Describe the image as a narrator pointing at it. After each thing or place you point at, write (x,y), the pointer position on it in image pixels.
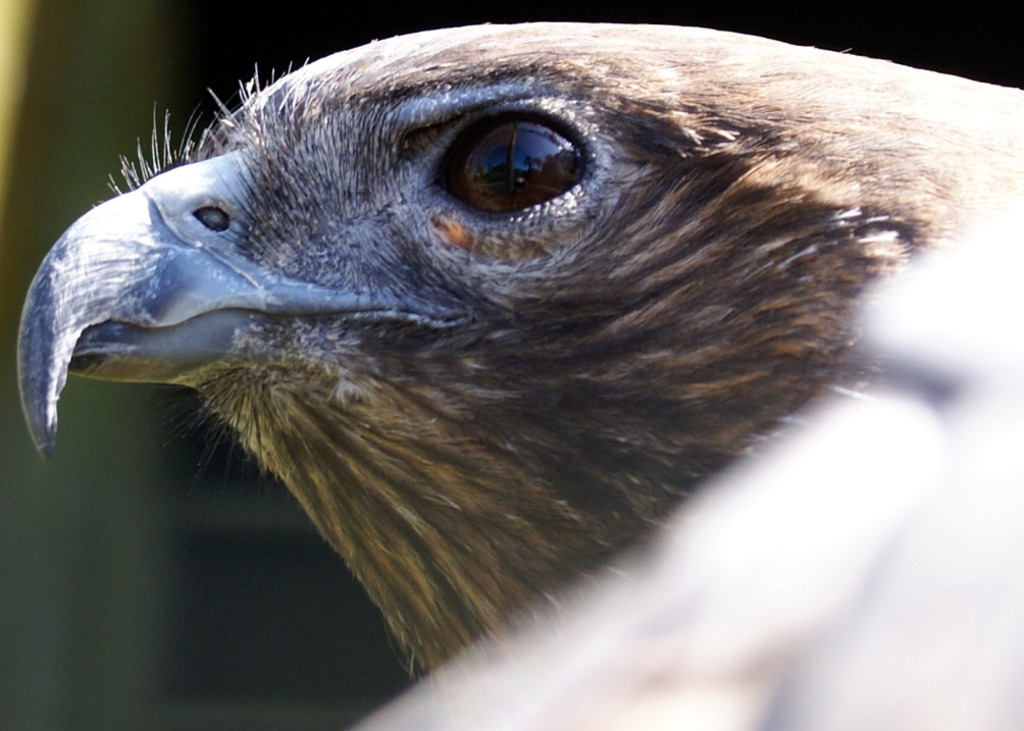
This image consists of a bird (347,363). It has a beak (208,248), eye (453,151), mouth (134,321). It is in brown color.
